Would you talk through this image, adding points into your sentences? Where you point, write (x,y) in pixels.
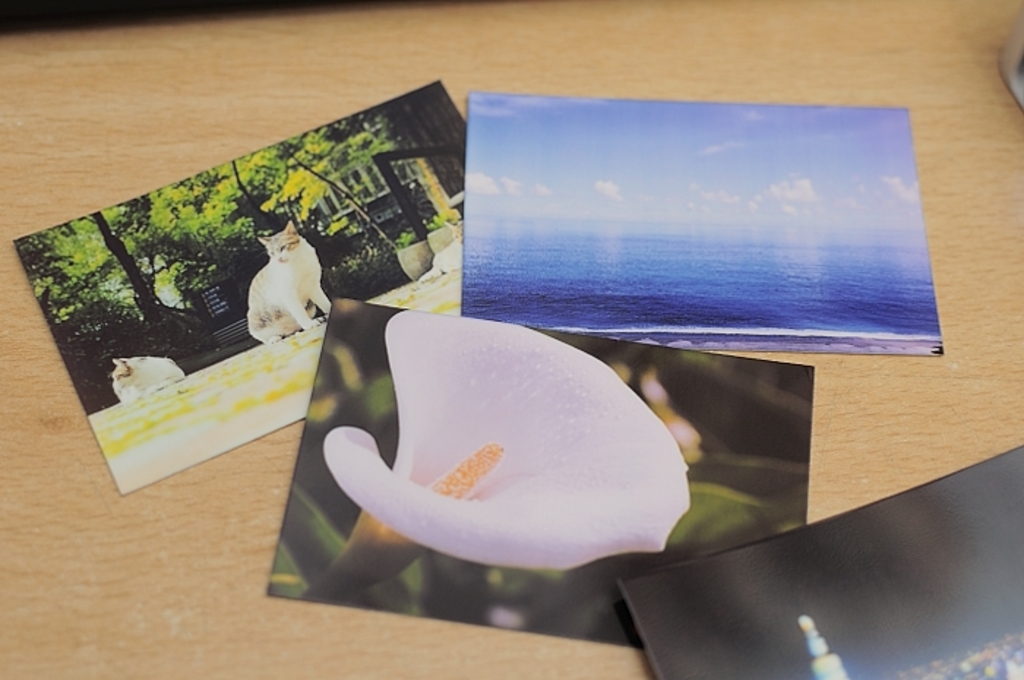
In this image, we can see some photocopies (321,317) of a few animals (254,310), a flower (544,428), water (667,248) and the sky (721,113) are placed on the wooden surface (905,374). We can also see an object (1023,87) on the right (1022,78).
